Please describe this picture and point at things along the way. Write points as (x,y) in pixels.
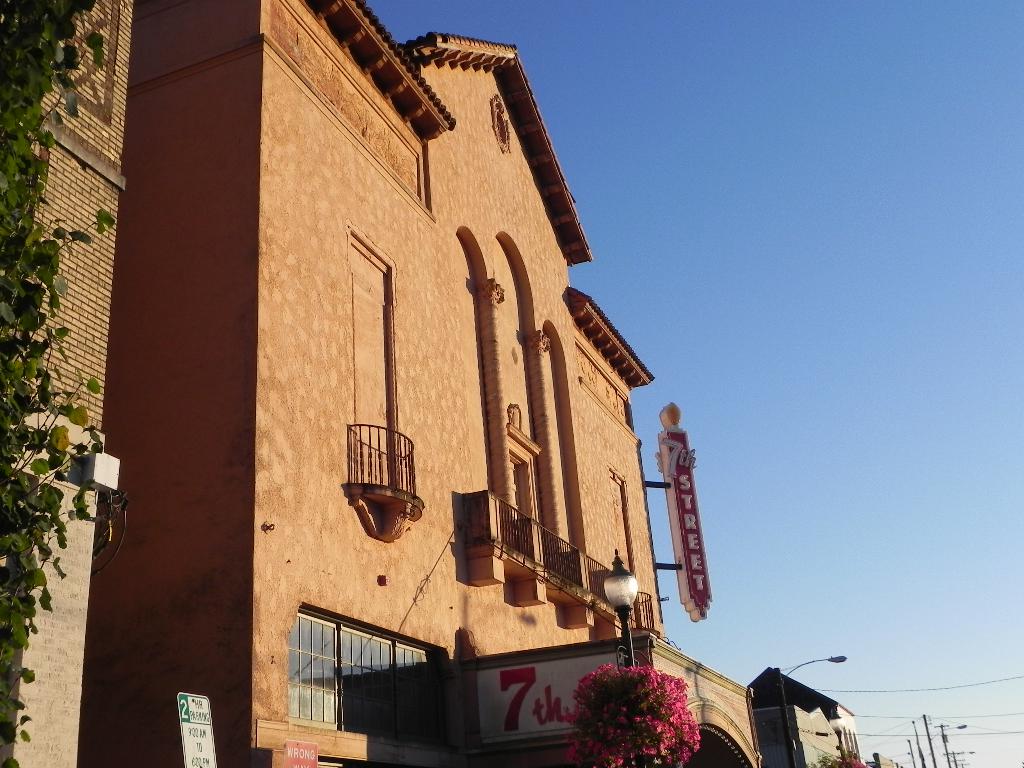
In this image I can see few buildings (363,735), windows (362,717), boards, light poles (933,756), flowers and the sky (866,250).
